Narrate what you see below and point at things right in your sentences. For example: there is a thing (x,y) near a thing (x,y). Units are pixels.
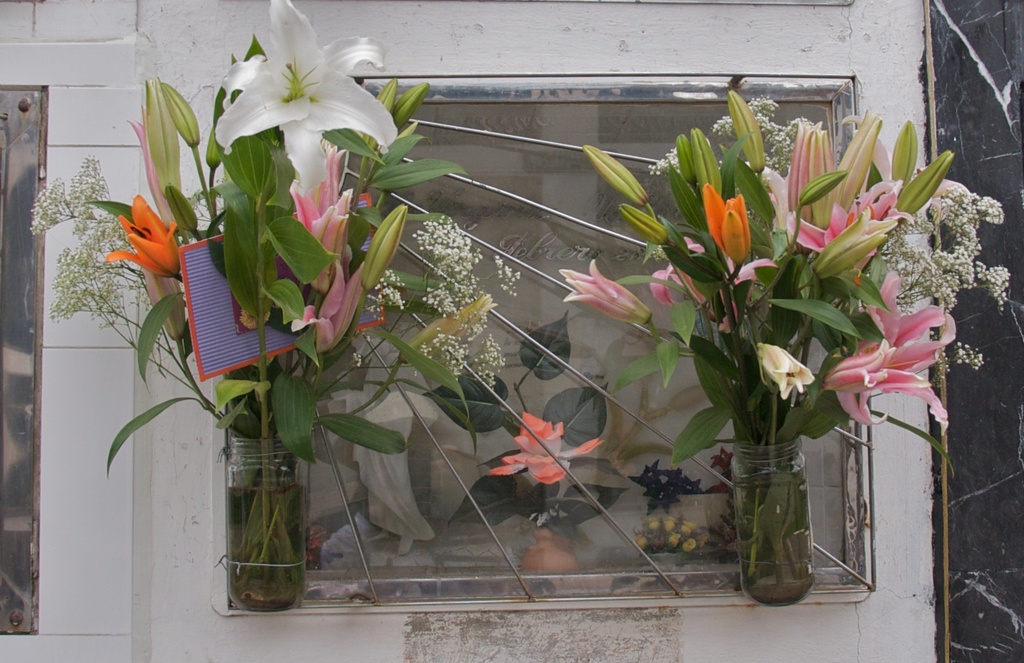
In this image two vases (275,532) which are having flowers (319,317) and leaves (277,289) are attached to the frame (555,397) which is fixed to the wall (356,661). Frame (449,422) is having few flower pictures (571,448) on it. Left side of image (247,312) there is a board (228,331) in the flower vase (255,301). Beside there is a frame (8,455) attached to the wall (77,621).
